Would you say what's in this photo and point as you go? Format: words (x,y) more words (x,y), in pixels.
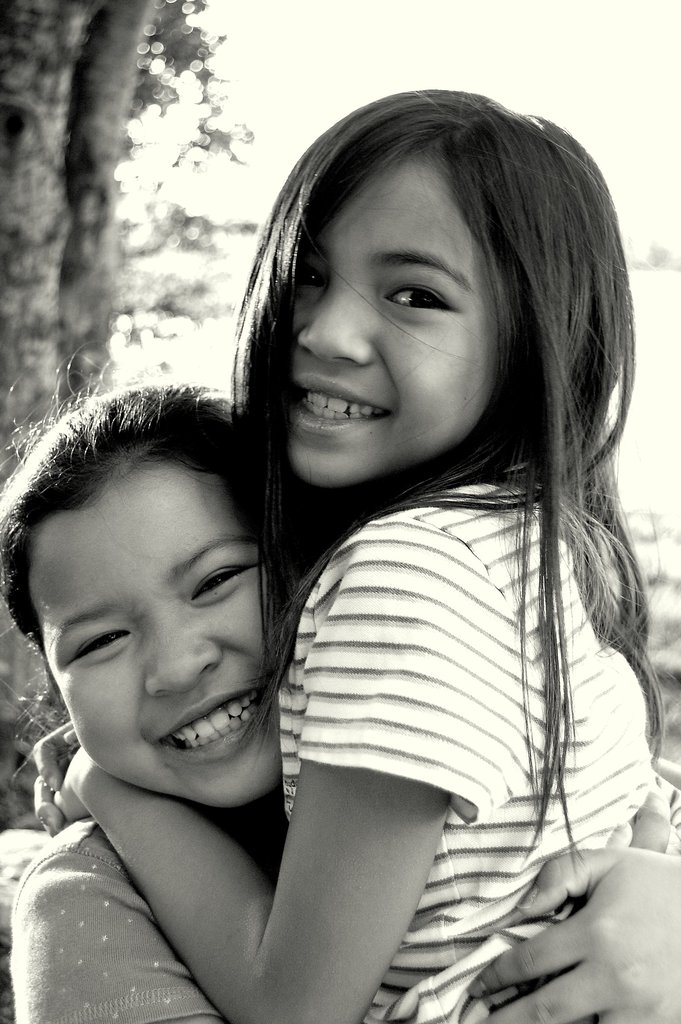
In this picture we can see couple of people (286,502), they both are smiling, behind them we can see few trees (102,260) and it is a black and white photography.
